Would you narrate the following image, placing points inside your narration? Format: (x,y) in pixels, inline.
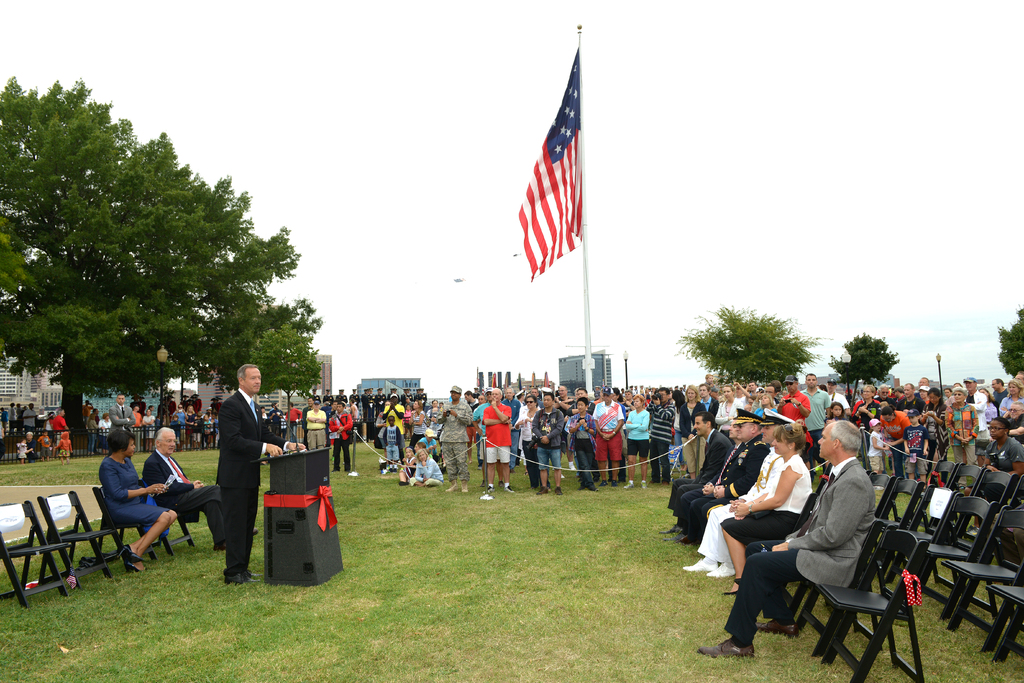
In this picture there are people (616,466), among them few people (776,489) sitting and few people (305,426) standing. We can see grass (342,594), podium (300,511) and fence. In the background of the image (197,363) we can see flag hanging to a pole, light poles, buildings (601,362), trees (5,319) and sky (363,258).
